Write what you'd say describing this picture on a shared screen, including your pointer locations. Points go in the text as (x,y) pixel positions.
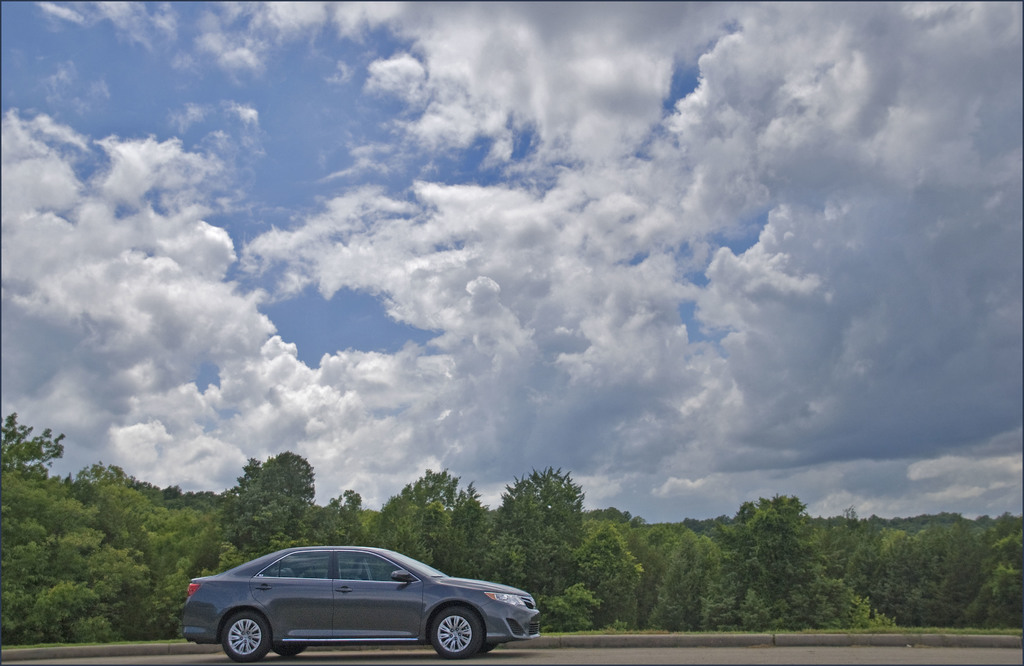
In this image I can see the sky (729,379) at the top (361,166) and I can see trees (404,498) in the middle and I can see a vehicle (313,607) visible on road (852,653) at the bottom (324,601).
